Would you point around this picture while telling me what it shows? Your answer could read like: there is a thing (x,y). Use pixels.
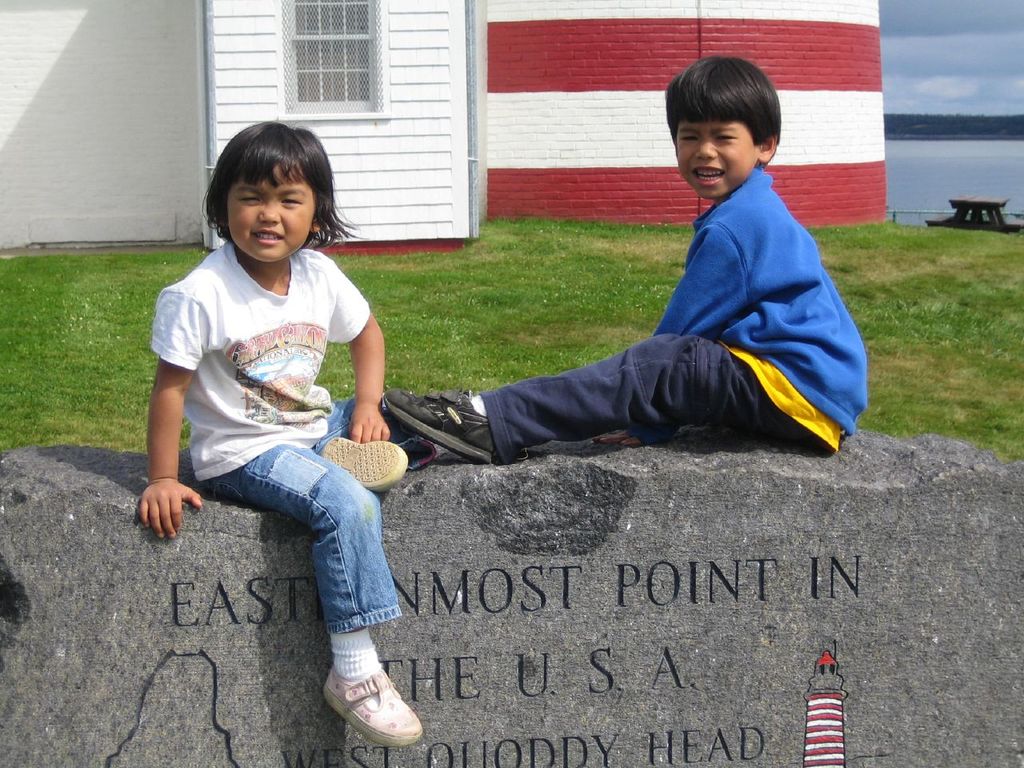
We can see a boy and a girl (253,175) are sitting on a stone plate (413,579) and there is text (537,671) written on the stone (772,700) and there is a tower design (815,709) on it. In the background (398,352) there is a grass (491,339) on the ground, building (138,122), windows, poles (472,138), water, trees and clouds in the sky (978,14).
